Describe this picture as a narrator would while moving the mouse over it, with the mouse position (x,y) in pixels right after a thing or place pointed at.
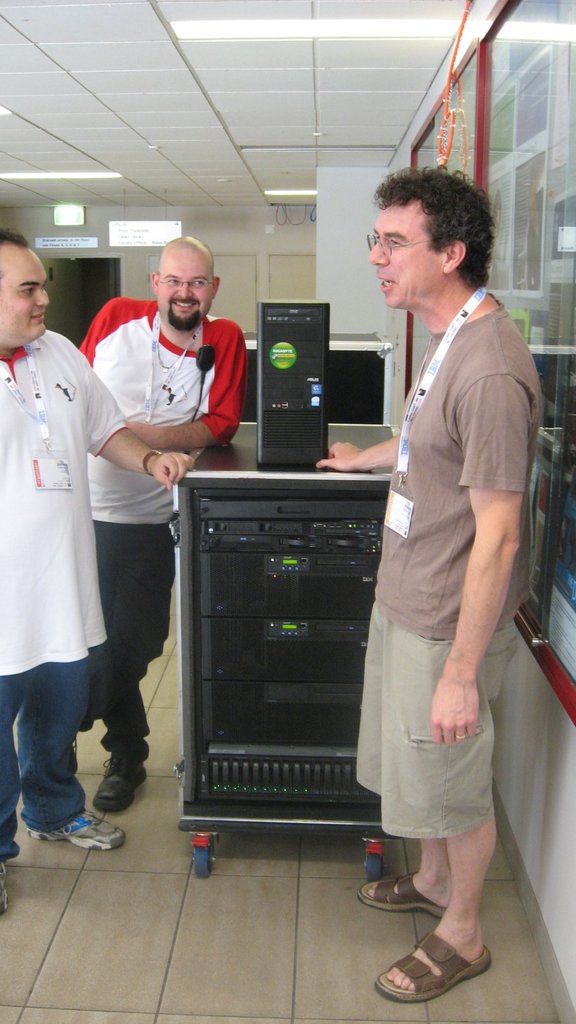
In this picture I can see three people (14,293) with a smile standing on the floor (248,923). I can see electronic devices (282,563). I can see light arrangements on the roof (237,121).
